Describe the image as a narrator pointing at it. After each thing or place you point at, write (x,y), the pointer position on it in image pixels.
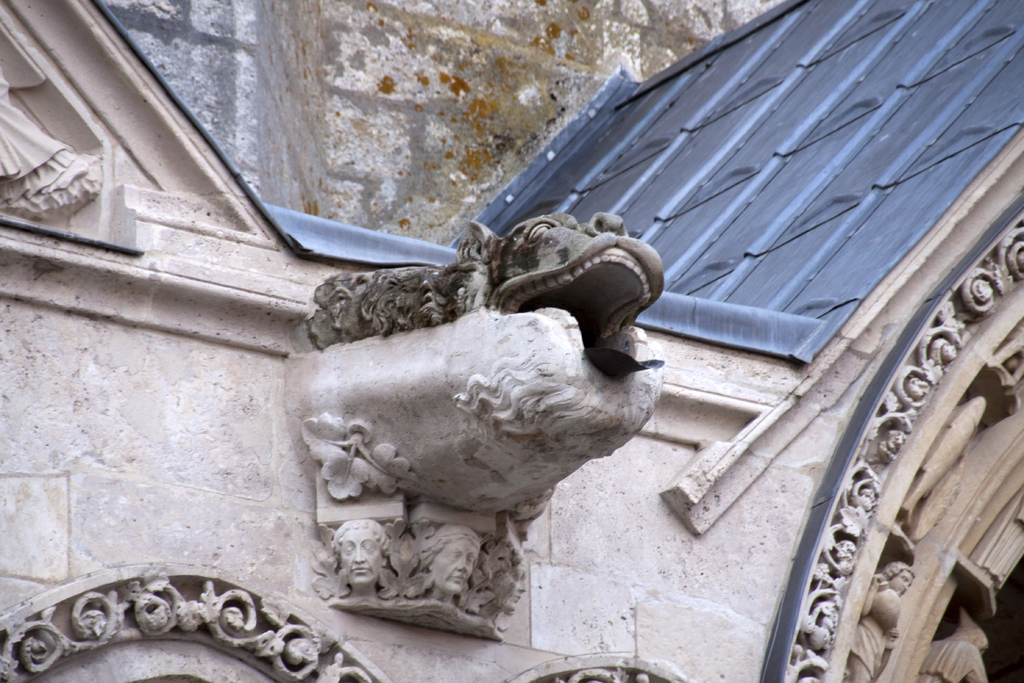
This image is taken outdoors. In this image there is a wall (402,631) with sculptures (362,536) and carvings (285,629) on it.
